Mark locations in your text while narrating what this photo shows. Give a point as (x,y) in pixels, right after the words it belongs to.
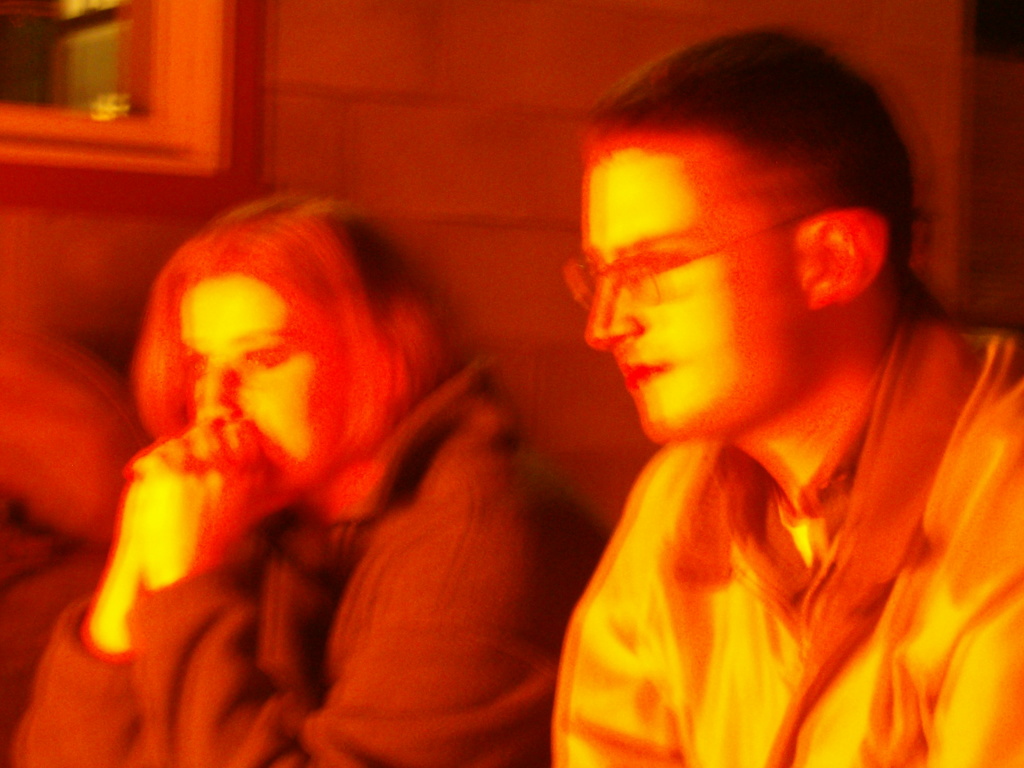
In this image we can see a man (720,659) and a woman (512,485) sitting.
